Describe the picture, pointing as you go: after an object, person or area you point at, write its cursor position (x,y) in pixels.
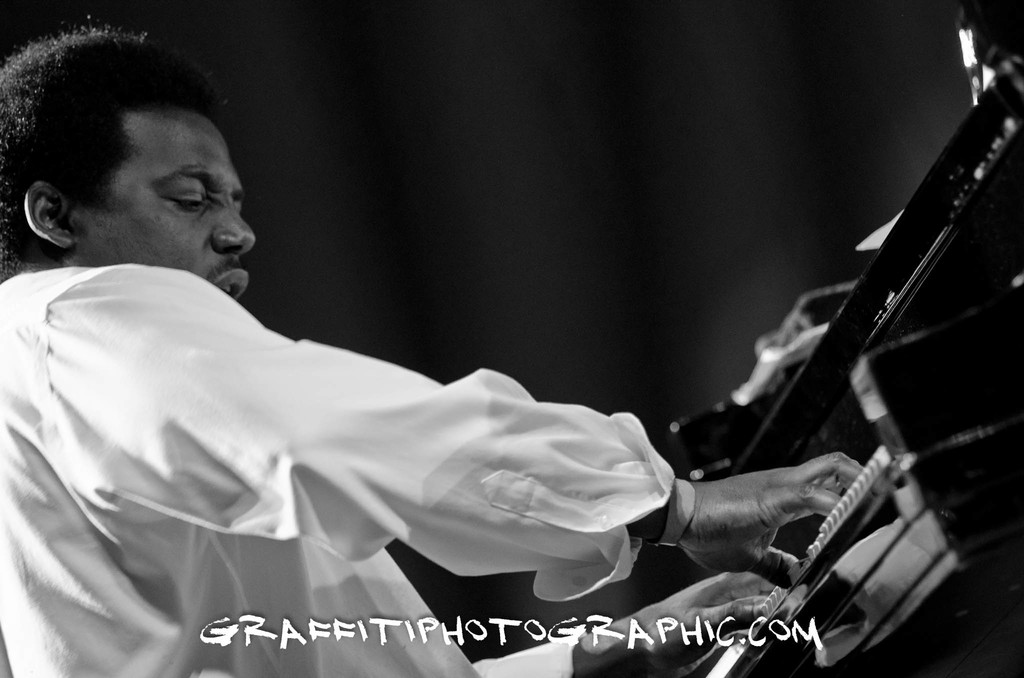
In this image we can see a person (724,586) playing the musical instrument (899,522), at the bottom of the image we can see some text (452,637) and the background (527,184) is dark.
